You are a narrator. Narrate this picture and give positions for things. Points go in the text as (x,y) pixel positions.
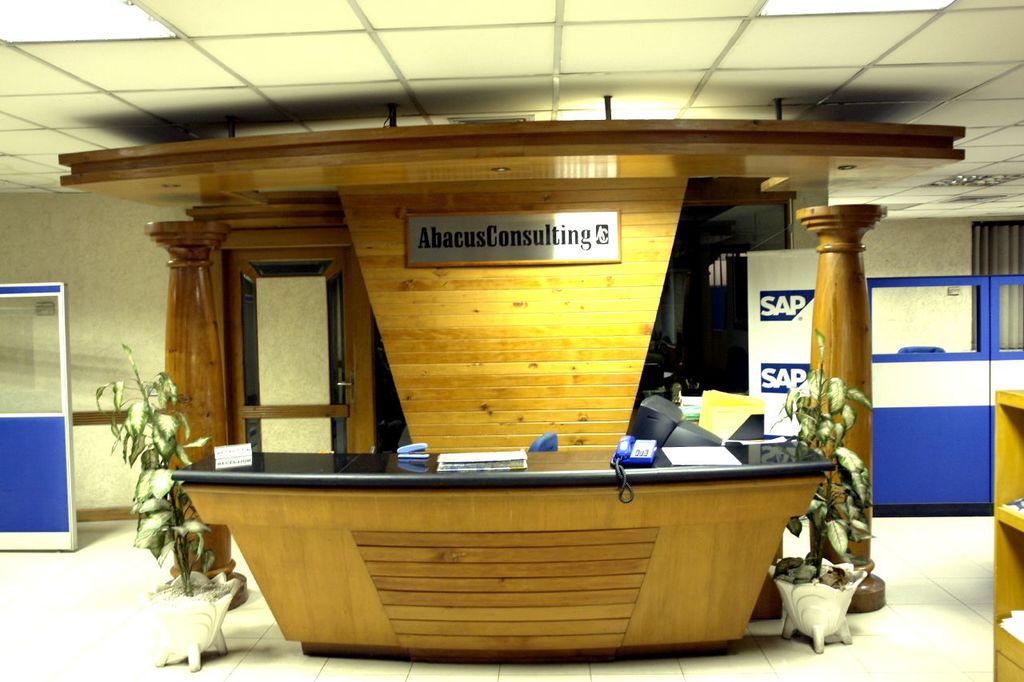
In this image I see 2 plants (184,463) and there is a table (342,548) on which there are few things (721,422), I see a monitor (712,433), a rack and lights (34,12) on the ceiling (1005,159).
